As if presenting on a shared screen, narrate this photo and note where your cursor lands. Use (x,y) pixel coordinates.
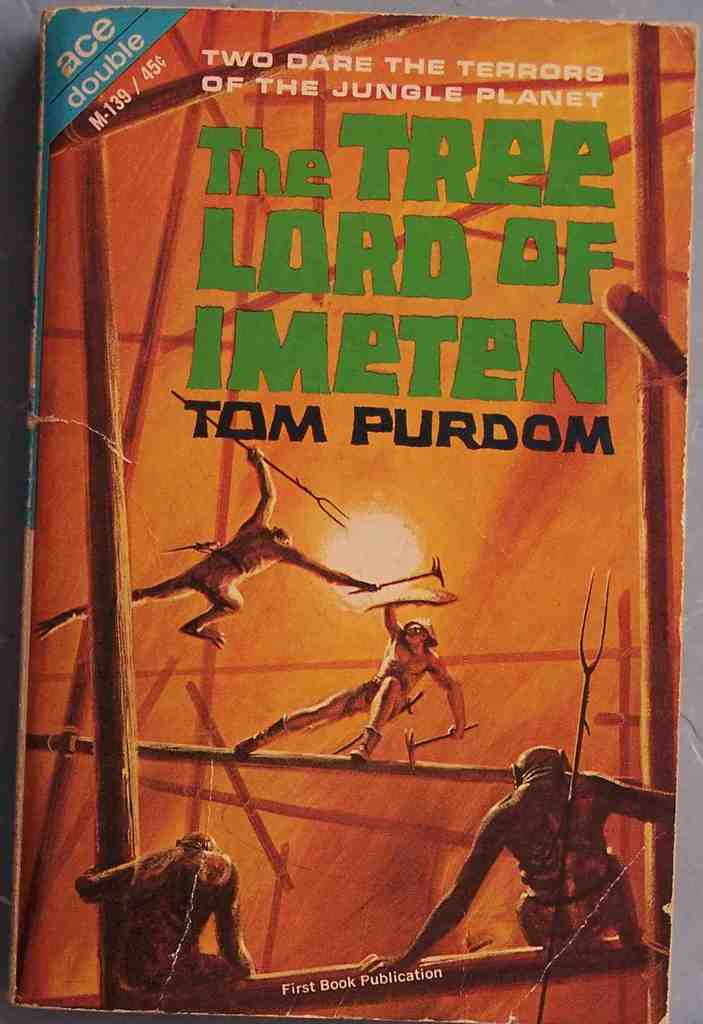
In this picture we can see a poster (385,719), here we can see people (374,719), wooden poles (158,685), some objects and some text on it.
